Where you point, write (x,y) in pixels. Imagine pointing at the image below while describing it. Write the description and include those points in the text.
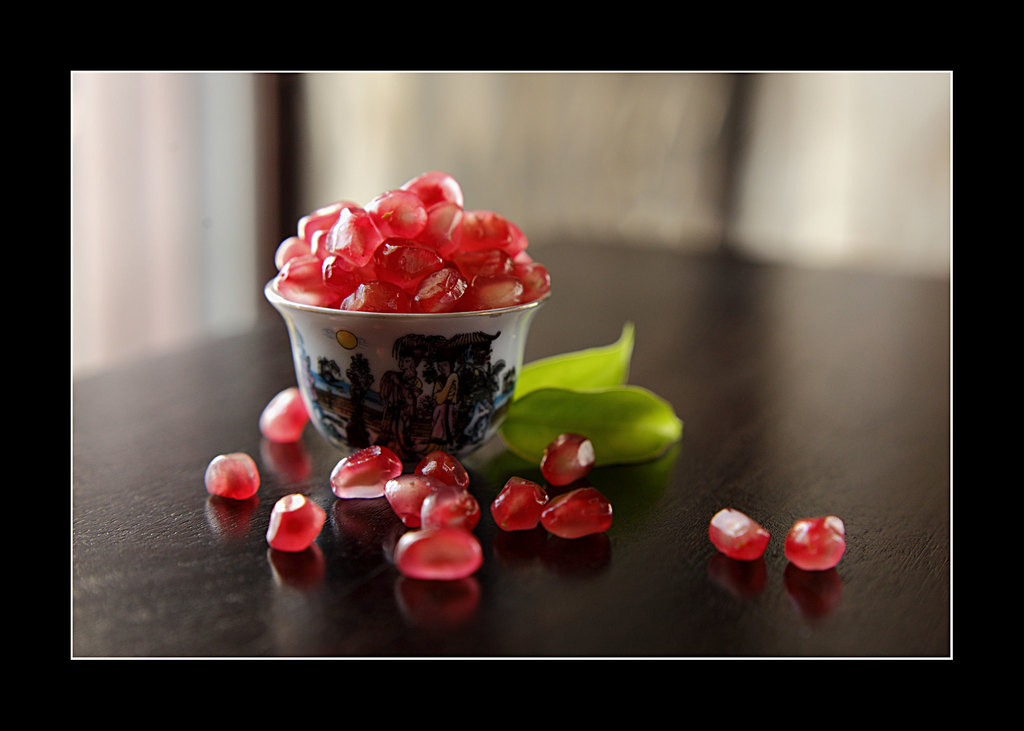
In this image we can see the bowl (429,389) on the table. In the bowl (455,316) there are pomegranate seeds (442,278) and we can see the leaf (584,402) and pomegranate seeds (574,497) on the table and blur background (441,118).
